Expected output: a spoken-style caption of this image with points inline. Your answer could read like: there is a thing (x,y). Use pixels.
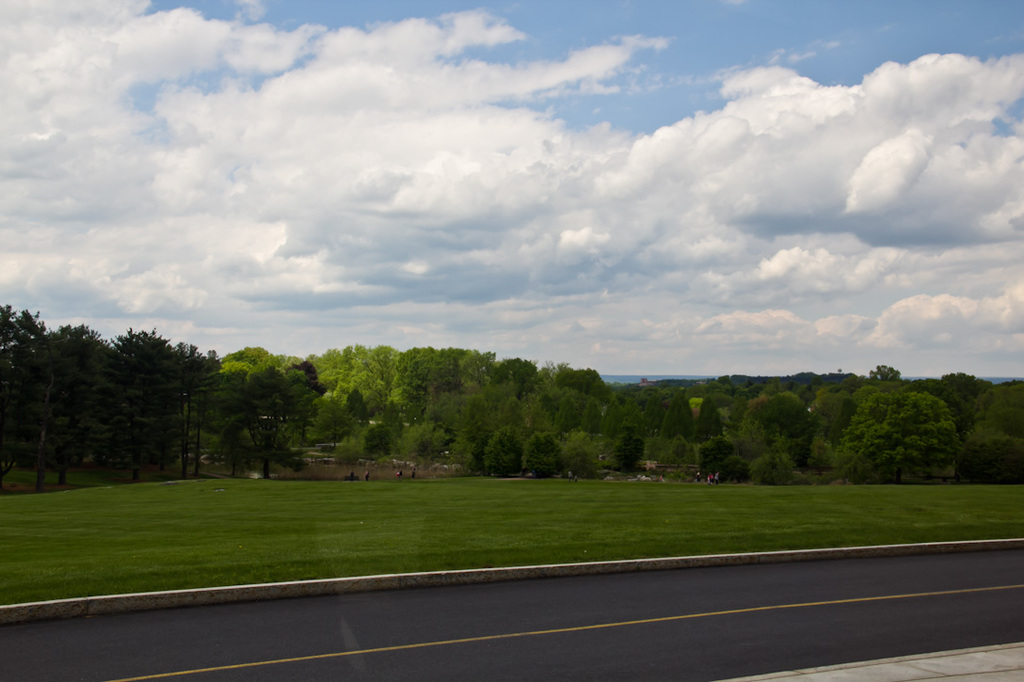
In this picture I can see a road (490,634) at the bottom (662,606), in the middle (417,450) there are trees (430,449). At the top (644,181) there is the sky (639,265).
